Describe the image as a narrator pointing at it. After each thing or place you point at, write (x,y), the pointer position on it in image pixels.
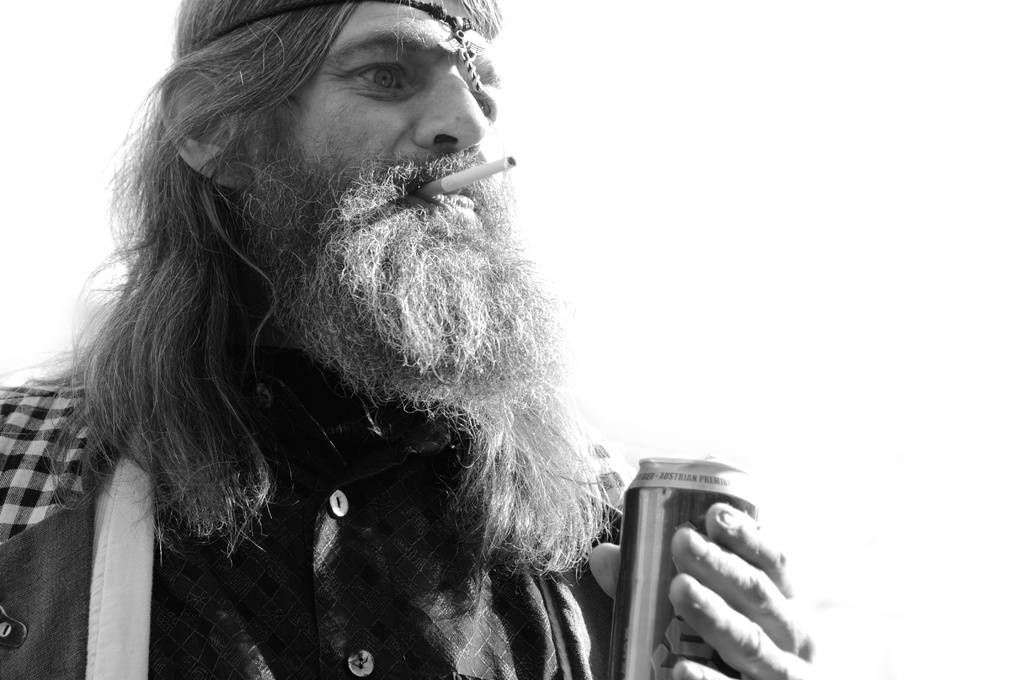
In the image we can see there is a person (409,393) standing and he is holding a beer can (646,633) and a cigarette (503,168) in his mouth (429,199).
